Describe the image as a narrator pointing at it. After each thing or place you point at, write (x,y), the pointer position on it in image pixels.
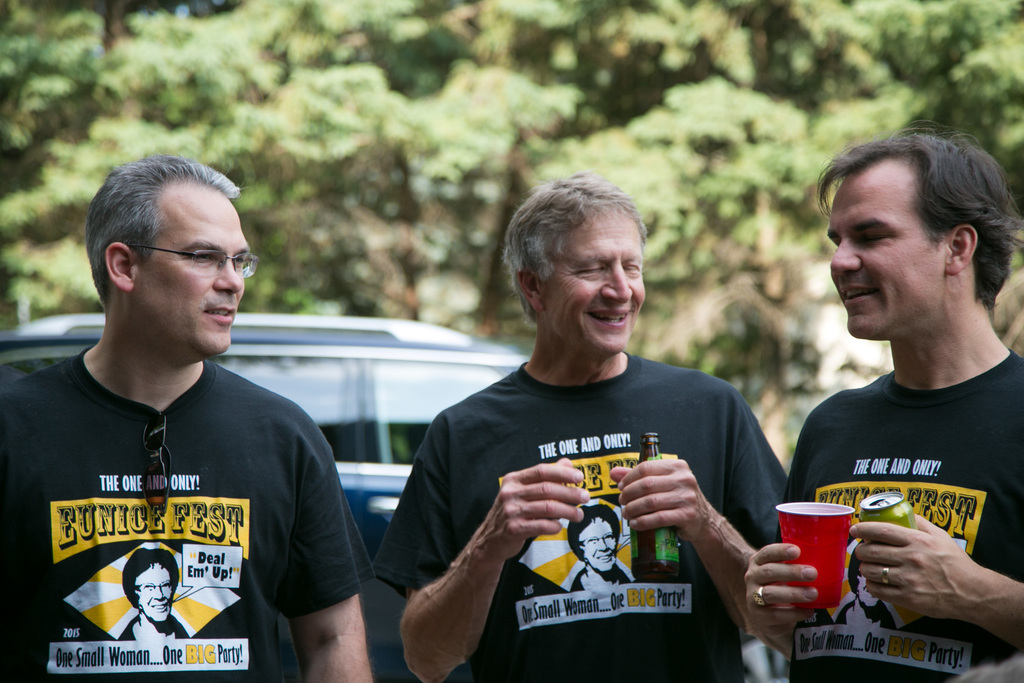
In this picture, we see three men (75,519) standing on road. Man (768,636) on the right corner of the picture (958,457) wearing black t-shirt (971,465) is holding a green can (877,518) in one of his hand (899,535). On other hand (792,550), he is holding a red glass (832,529). Beside him, we see an old man (544,412) wearing black t-shirt (611,440) is holding glass bottle (638,544) in his hands (681,486) and he is laughing. Beside him, the man (193,438) who is wearing spectacles (221,255) is standing and smiling. Behind them, we see vehicles (295,326) and behind the vehicles (384,356) we see trees (440,127).
